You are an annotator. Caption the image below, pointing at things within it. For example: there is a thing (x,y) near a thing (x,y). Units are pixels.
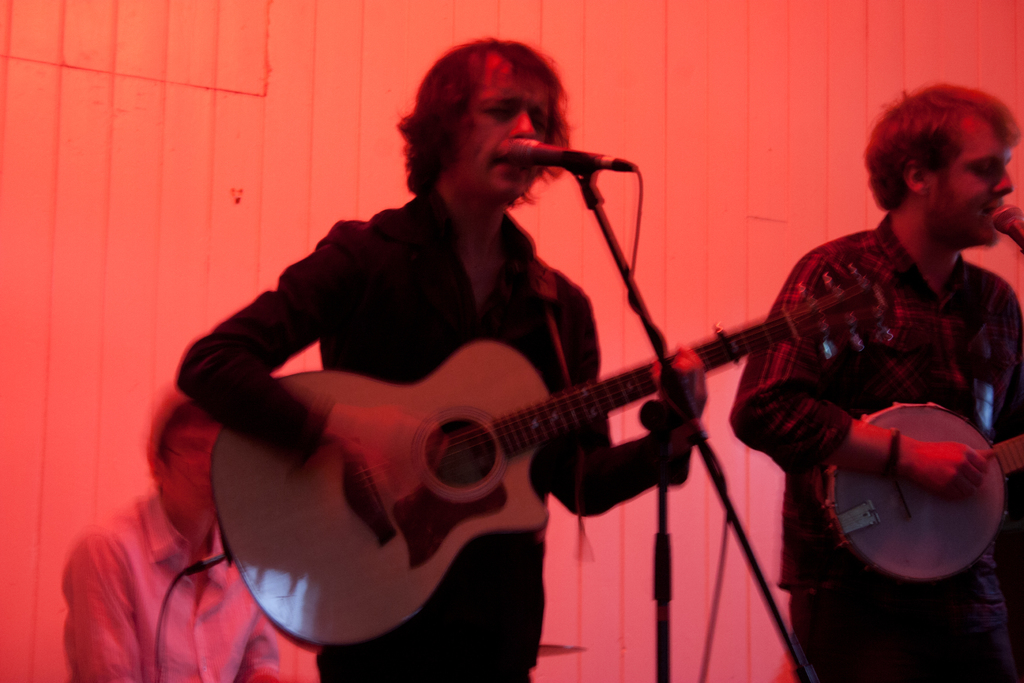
In the middle of the image (524,334) a man (479,93) is standing and playing guitar (335,597) and singing on the microphone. Behind him a person (121,675) is sitting and there is a wall (598,46). Bottom right side of the image (915,464) a man (915,111) is standing and playing a musical instrument (963,556) and singing.
